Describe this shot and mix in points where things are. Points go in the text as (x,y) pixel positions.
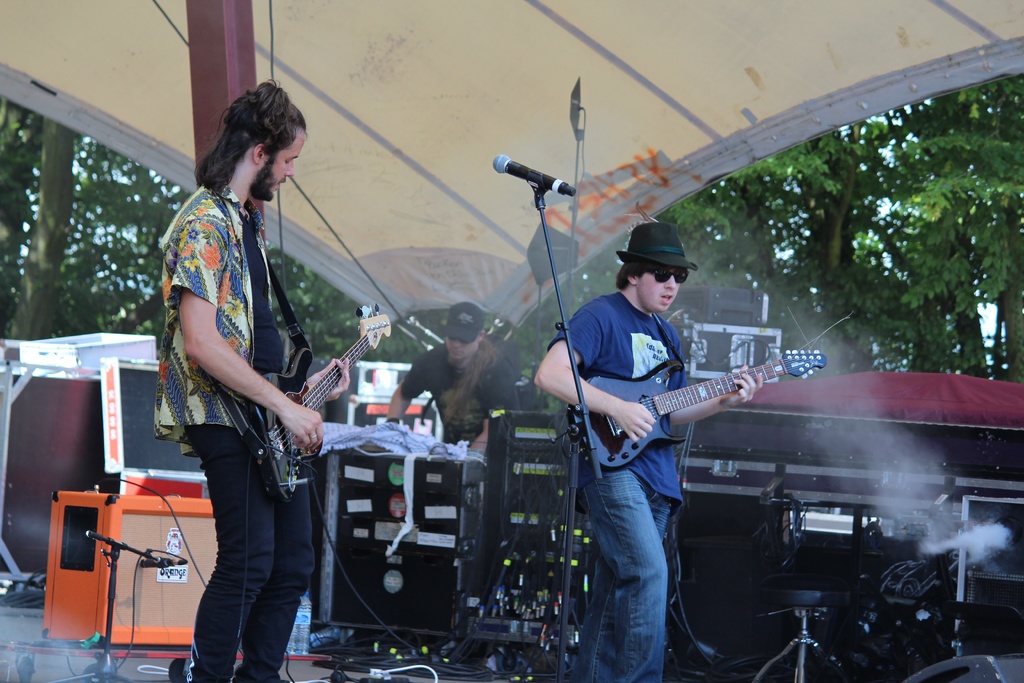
In the left of the image (242,160), there is a person (294,426) standing and playing guitar (288,436). In the right middle (683,392), a person (641,291) is standing and playing a guitar (649,440) in front of the mike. In the background (122,507), there are musical instruments (516,438) kept on the stage (845,645). In the middle (490,371) a person (484,355) is standing and playing instrument (440,451). A roof (652,4) is yellow in color. Both side of the image, there are trees (925,212) and sky (881,151) visible. This image is taken during day time in a concert.
